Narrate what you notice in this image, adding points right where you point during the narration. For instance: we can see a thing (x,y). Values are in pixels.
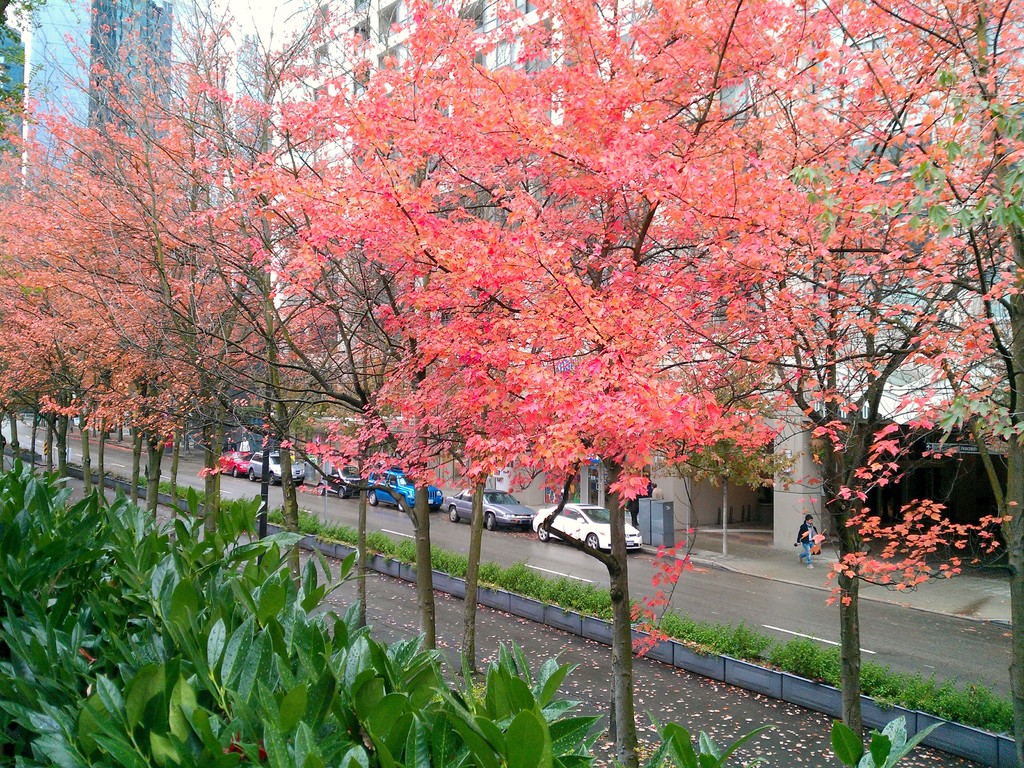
In this image we can see buildings (787,537), there are vehicles (602,546) on the road (633,551), there is a person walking on the pavements (706,536), there is a pole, box (671,514), also we can see trees (588,551), plants (353,672), and some leaves (642,695) on the road (559,652).
